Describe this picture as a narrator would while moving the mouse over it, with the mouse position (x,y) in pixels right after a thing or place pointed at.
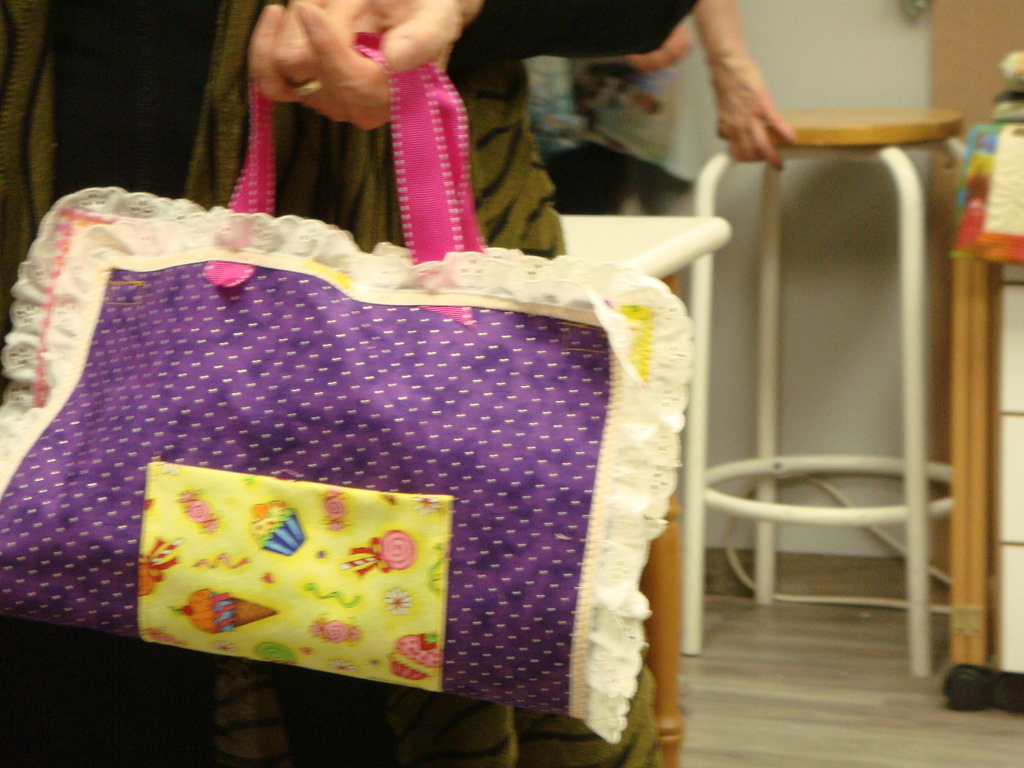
In this image I can see the person (235,85) holding the bag (456,471). At the back of that there is another person (657,112) holding the stool (861,121).
